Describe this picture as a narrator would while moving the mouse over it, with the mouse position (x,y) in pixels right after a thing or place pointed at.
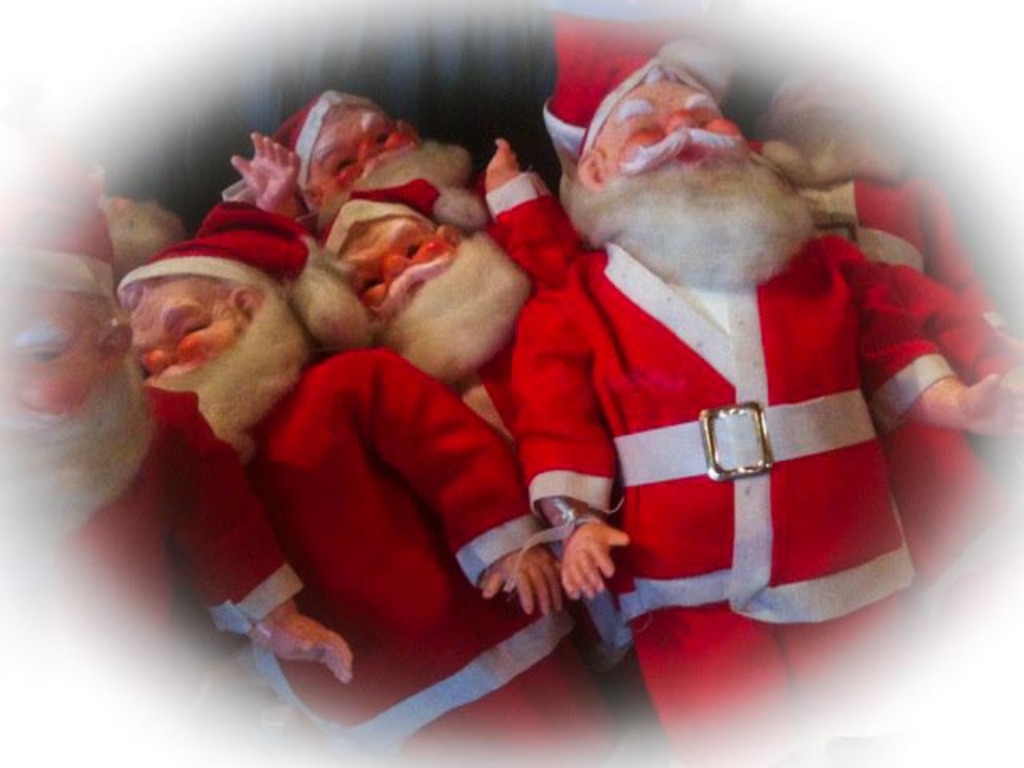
In this image I can see few toy Santa clauses (571,532) and they are wearing white and red color dresses (569,496).
